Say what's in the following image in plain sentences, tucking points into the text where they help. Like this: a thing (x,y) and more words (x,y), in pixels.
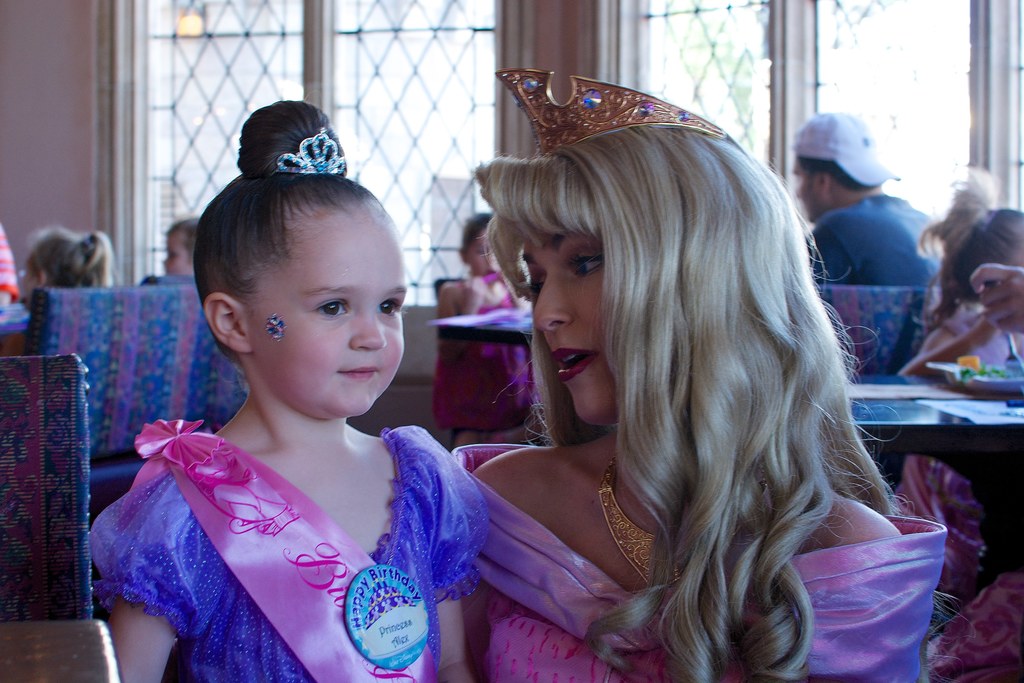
In this image there is a lady (681,484) wearing a crown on his head (670,245), beside her there is a child (281,429), behind them there are a few people (888,252) sitting on the chairs (31,396), in front of them there are tables (947,389) with some stuff (960,402) on it. In the background (974,111) there is a wall (64,78) and windows (830,23).
